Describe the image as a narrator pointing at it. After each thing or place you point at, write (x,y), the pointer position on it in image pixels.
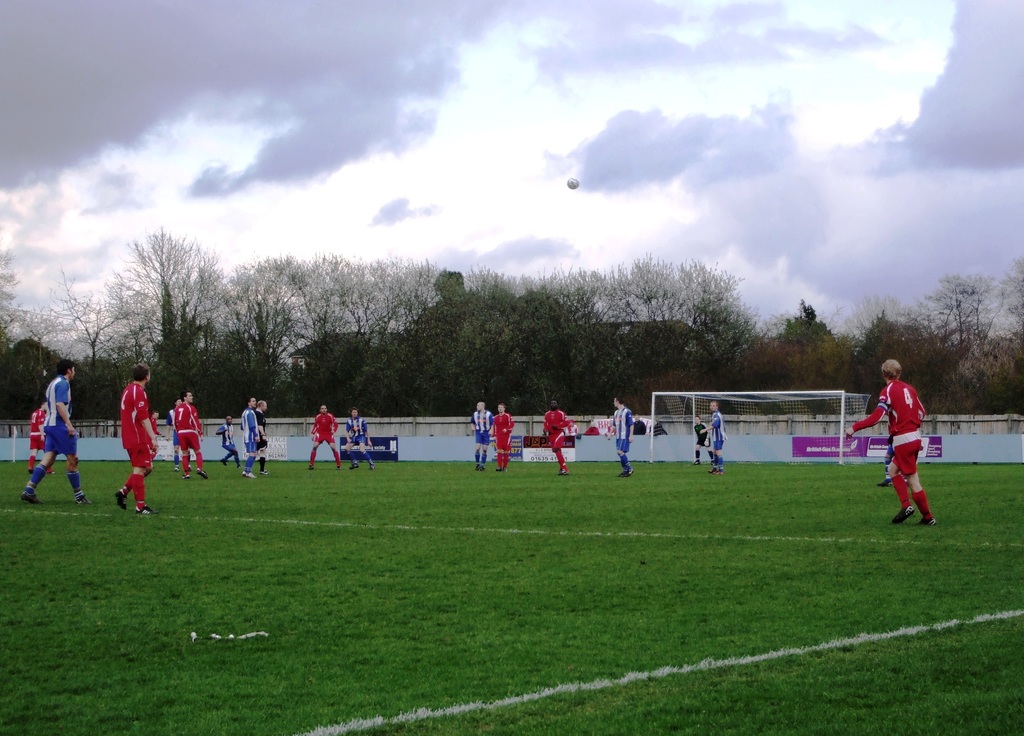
There are people (920,494) playing football as we can see in the middle of this image (357,419), and there are trees (597,358) and houses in the background (523,351). There is a cloudy sky (564,180) at the top of this image (578,189).
